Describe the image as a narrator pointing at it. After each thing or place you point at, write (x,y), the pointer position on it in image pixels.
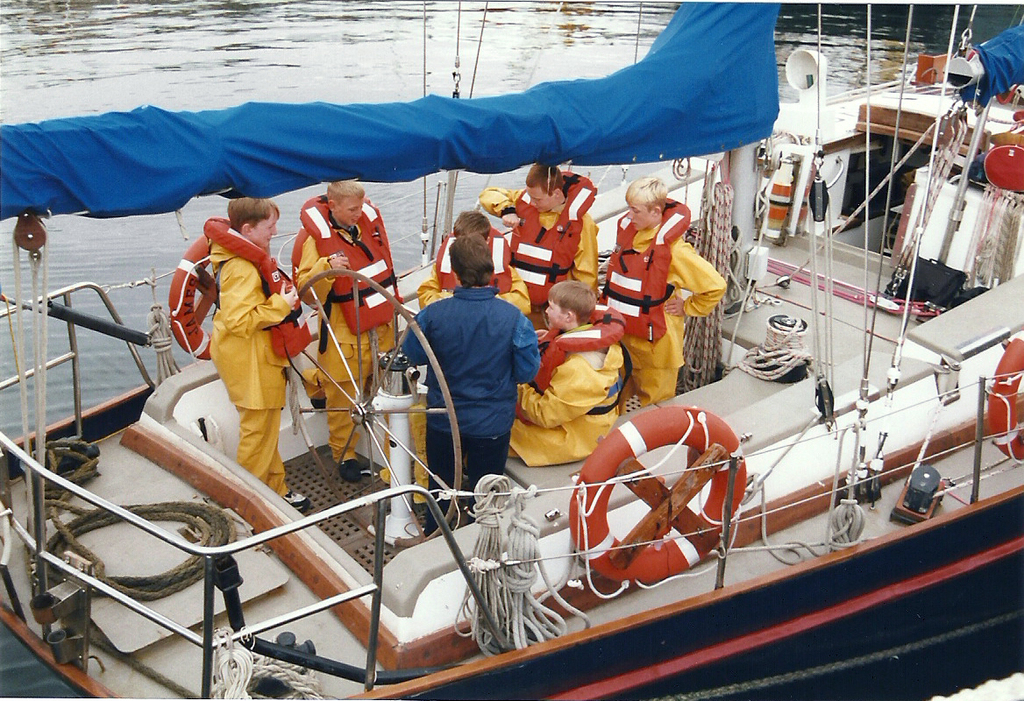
In this picture we can see a boat (156,411) on the water (189,81) and on this boat (553,491) we can see some people (547,265), swim tubes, ropes (515,590) and some objects (739,231).
